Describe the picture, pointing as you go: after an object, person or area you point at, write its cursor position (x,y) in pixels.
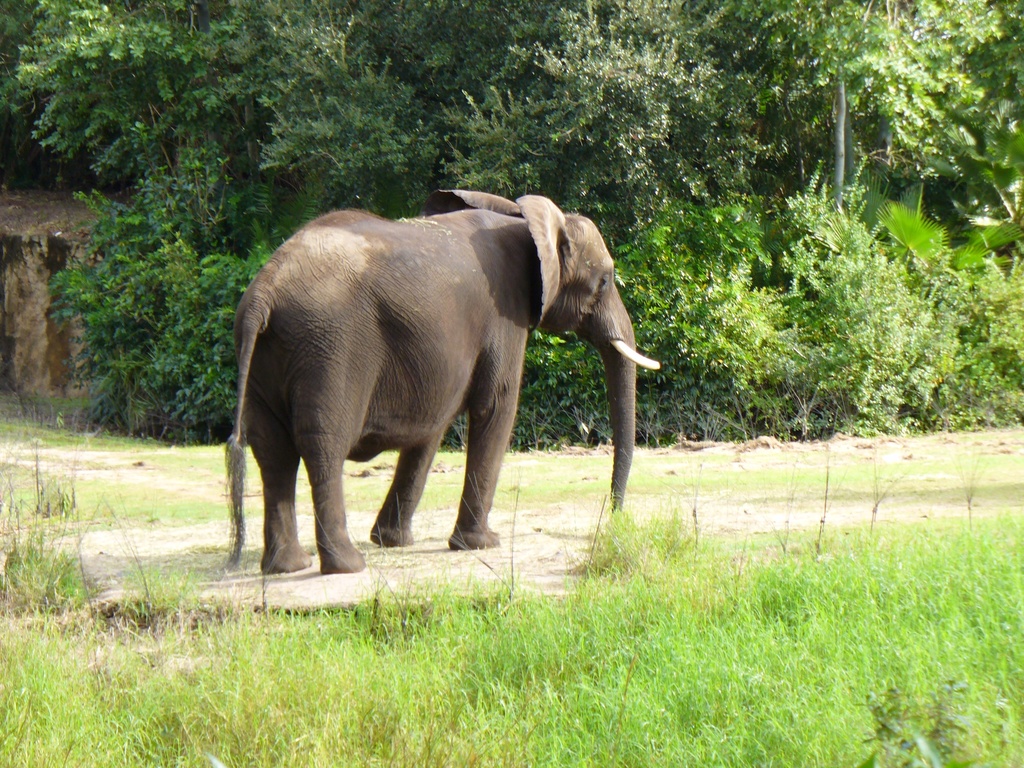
In this image, we can see an elephant (485,369). There is a grass (534,697) at the bottom of the image (289,726). In the background of the image (142,287), there are some plants (749,289) and trees (575,74).
